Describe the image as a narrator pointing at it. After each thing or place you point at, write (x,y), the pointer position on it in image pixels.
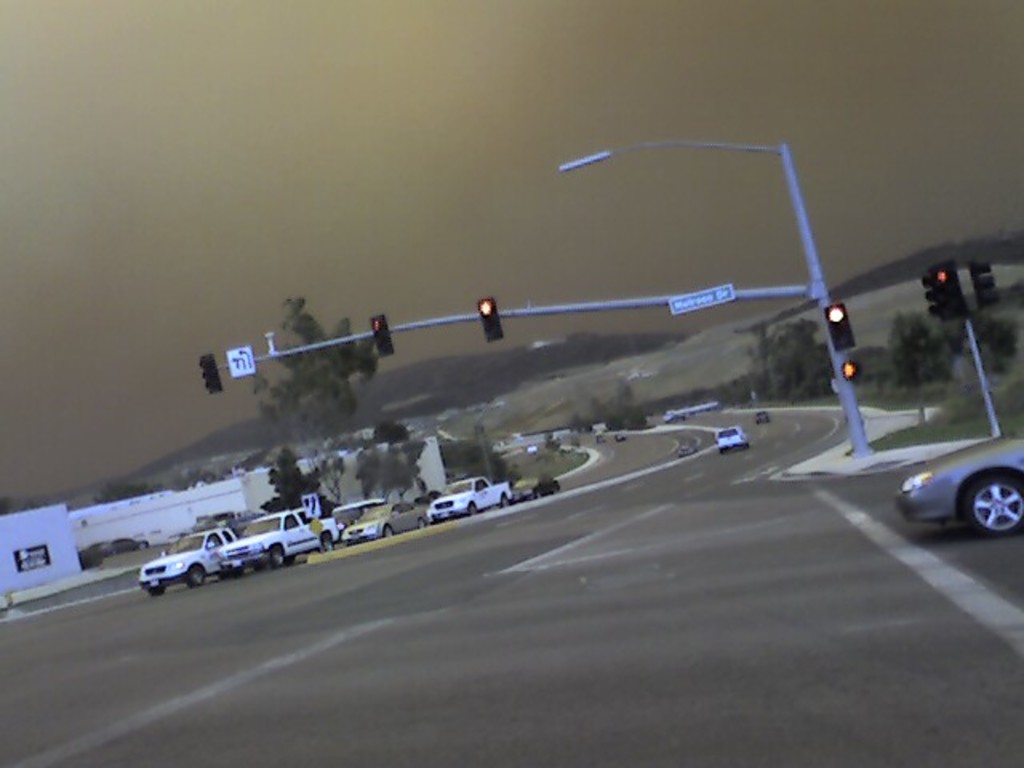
In this image I can see traffic signal (420,321), at back (388,300) I can see few vehicles (468,482) on the road (573,517), trees (360,473) in green color, building (103,520) in white color and sky (282,111) in gray color.
